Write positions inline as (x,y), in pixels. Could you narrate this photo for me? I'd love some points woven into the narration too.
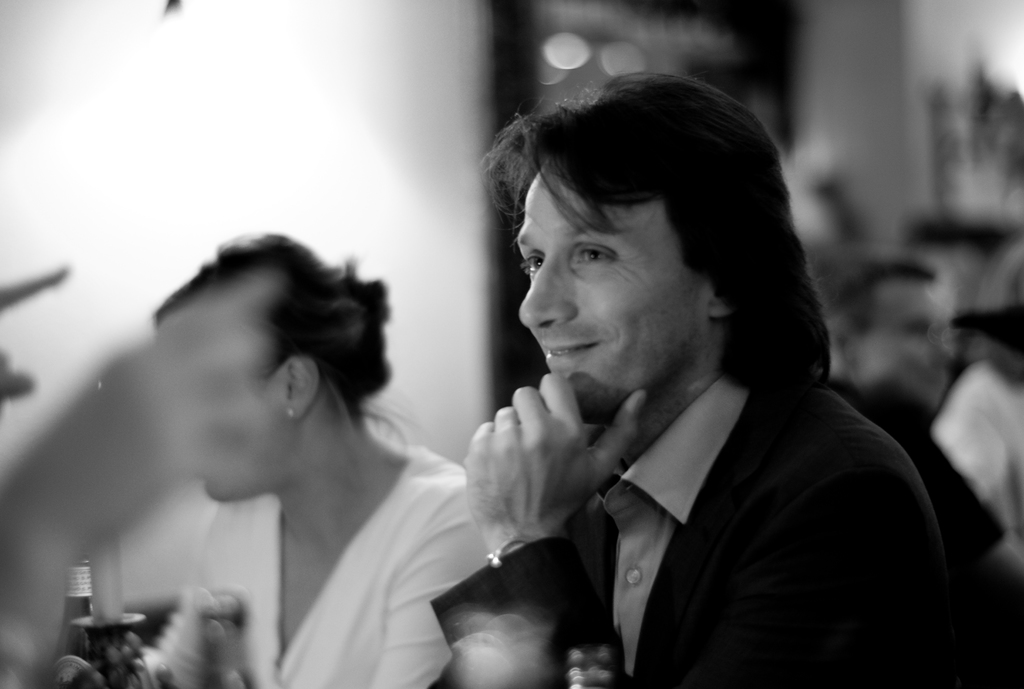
This is a black and white image, in this image there is a man (654,479) and a woman (364,522), in the background (902,265) there are two persons (916,290).
